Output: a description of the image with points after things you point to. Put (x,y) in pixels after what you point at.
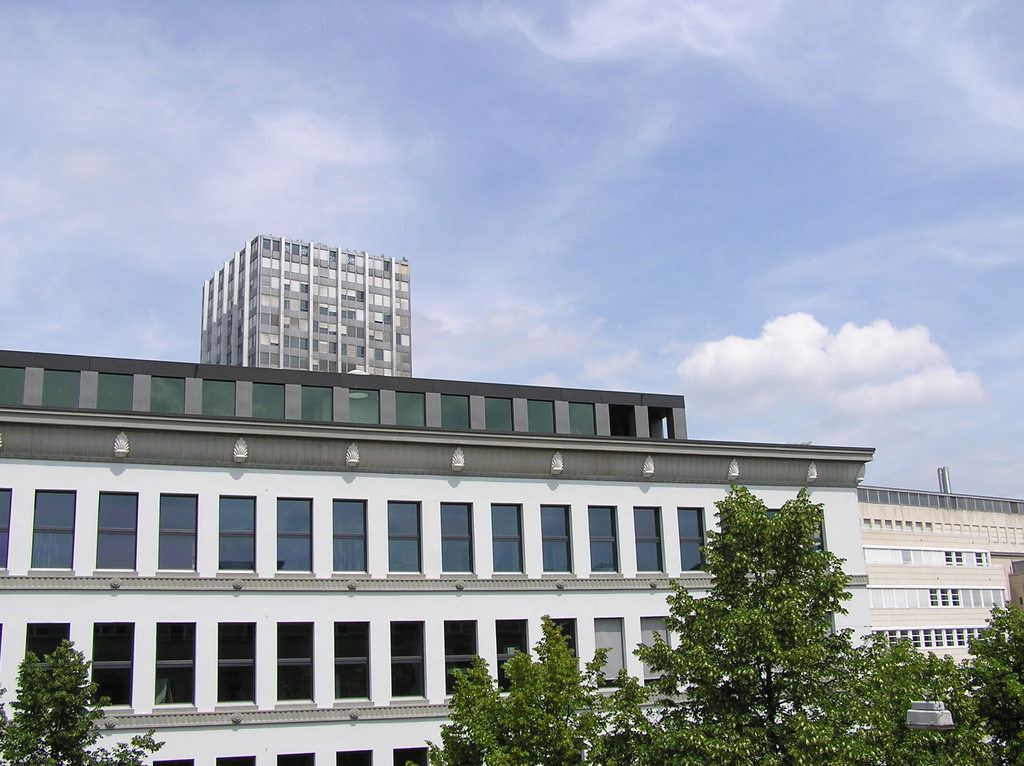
In this image we can see buildings (269,463), trees (447,728), sky (550,283) and clouds (456,324).
